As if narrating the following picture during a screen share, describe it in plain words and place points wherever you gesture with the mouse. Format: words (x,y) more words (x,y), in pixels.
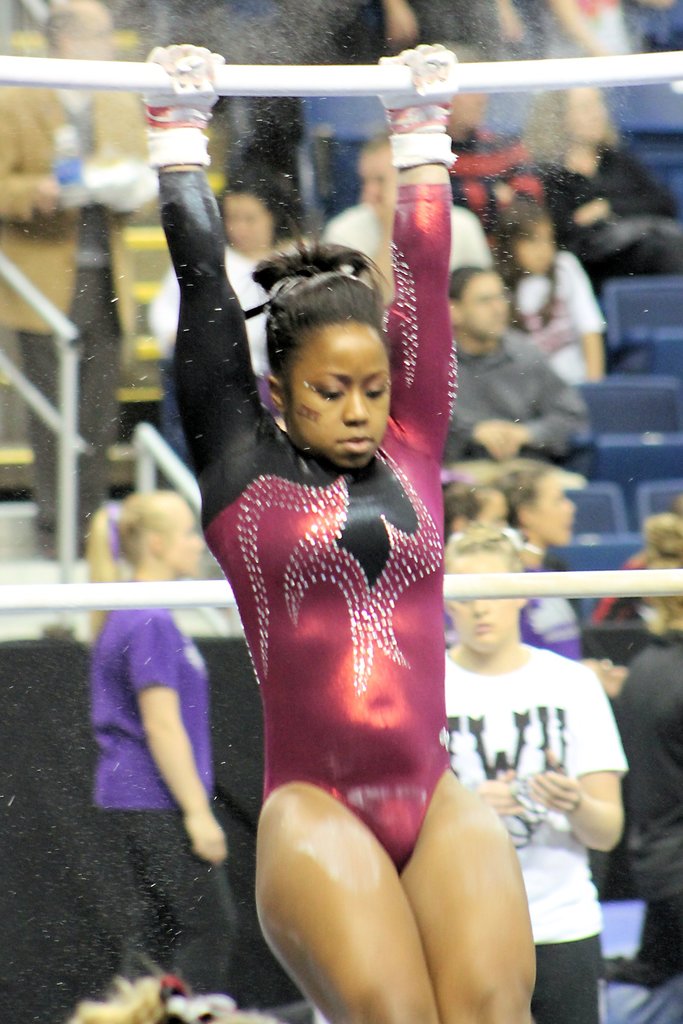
In this picture we can see a woman (311,610) is holding an iron rod (252,84) and behind the woman (349,582) there is another rod (46,589). Some people (528,705) are standing and some people (475,361) are sitting on chairs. On the left side of the people (488,245) there are iron grilles (76,479).
